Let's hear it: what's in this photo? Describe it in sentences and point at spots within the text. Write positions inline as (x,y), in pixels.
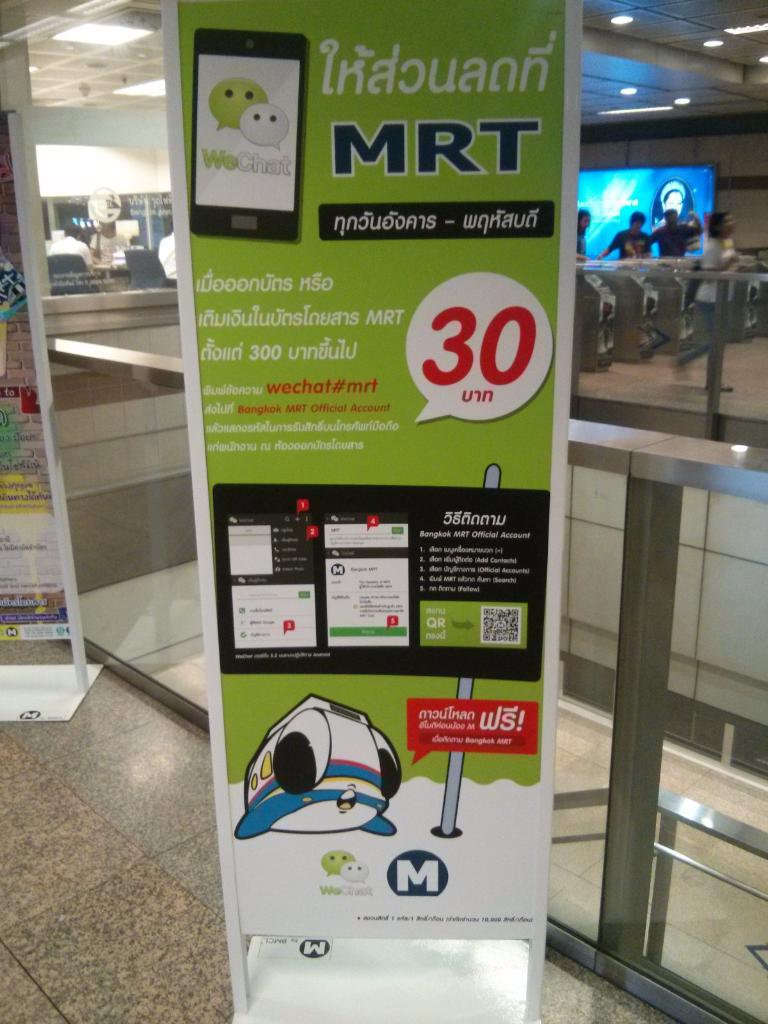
In this image in front (340,735) there are boards (458,729). Behind them there is a glass wall (709,866). At the bottom of the image (183,849) there is a floor (99,878). On the right side of the image (614,250) there are people (714,245). Behind them there is a screen (601,240). On the left side of the image (116,250) there are people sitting on the chairs (139,282). There is a wall (130,171). On top of the image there are lights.
